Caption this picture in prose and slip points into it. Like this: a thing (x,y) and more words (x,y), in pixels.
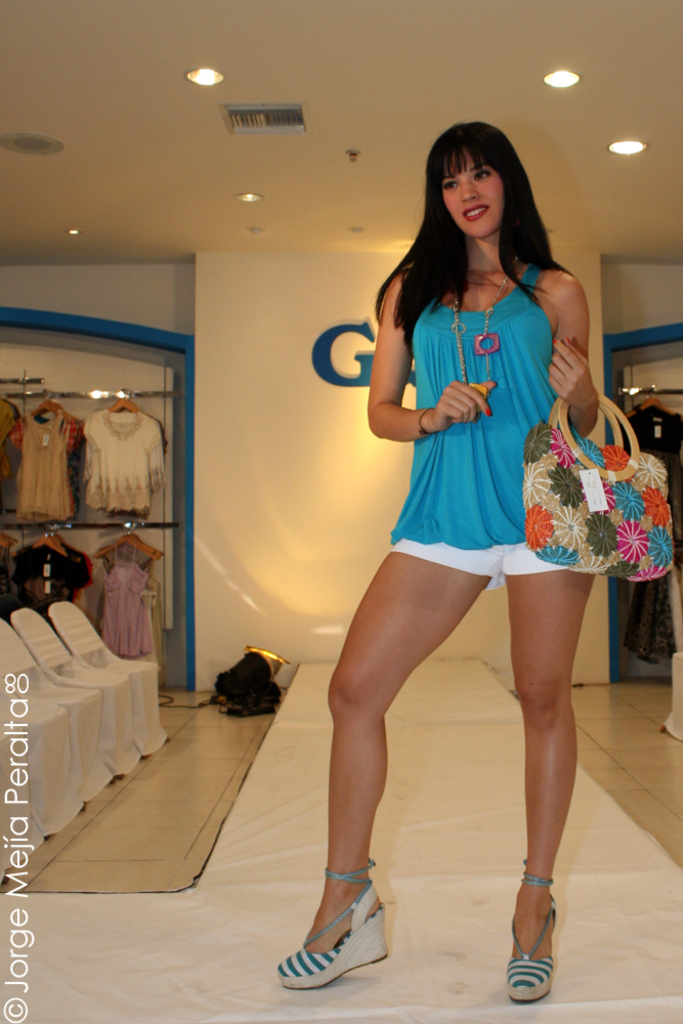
This person (565,374) standing and holding bag (580,515). On the background (253,436) we can see wall (246,406), cloth (6,590), chairs (45,690). This is floor (634,759). On the top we can see lights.
